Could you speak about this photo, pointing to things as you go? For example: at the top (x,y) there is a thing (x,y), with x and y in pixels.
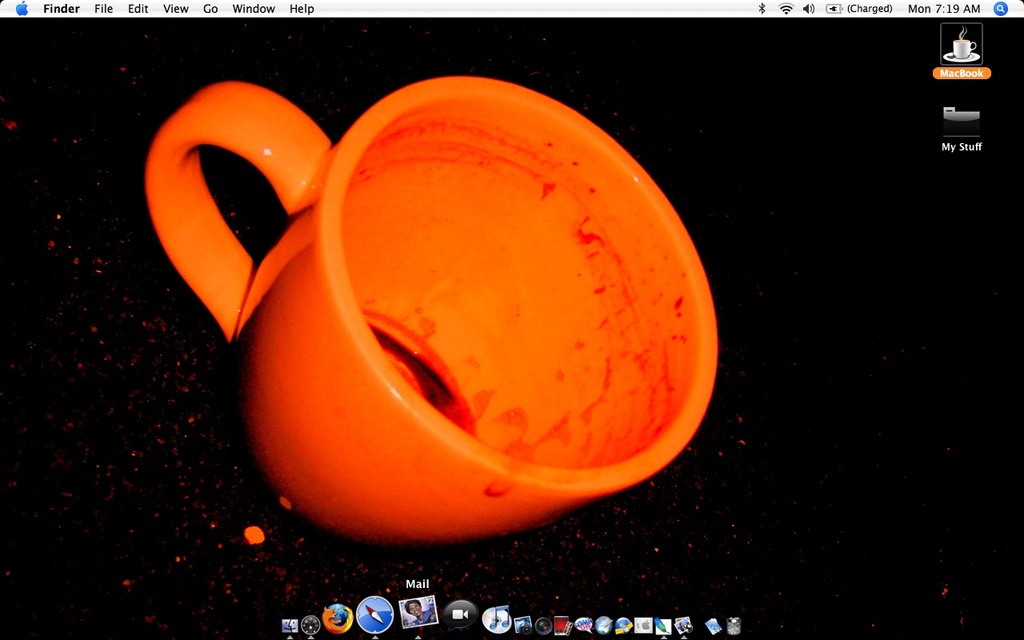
In this image we can see a background of a monitor screen (238,297) containing a used cup (439,459) on the table (865,507). We can also see some applications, time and day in this image.
